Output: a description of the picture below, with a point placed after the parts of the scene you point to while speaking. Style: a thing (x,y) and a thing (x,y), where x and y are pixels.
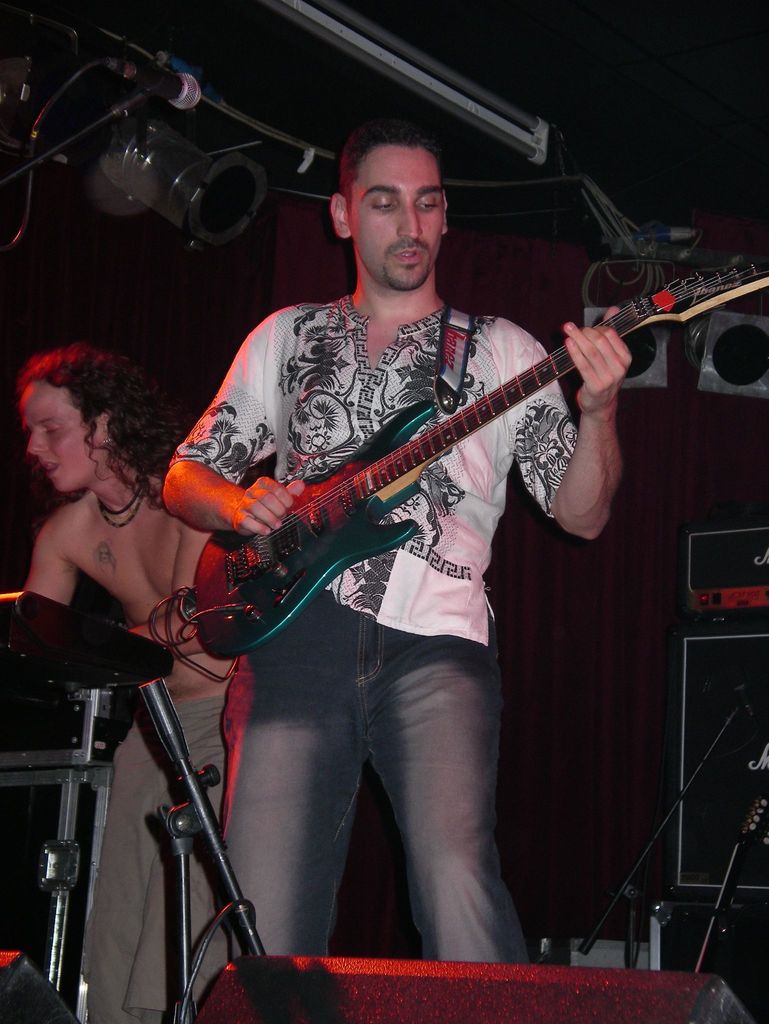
In this picture we can see man (421,657) holding guitar (352,528) in his hand (275,487) and playing it and beside to him other person (208,664) playing piano (109,667) and we have mic stands (177,763), amplifier (703,677), wall (609,868) beside to them.
